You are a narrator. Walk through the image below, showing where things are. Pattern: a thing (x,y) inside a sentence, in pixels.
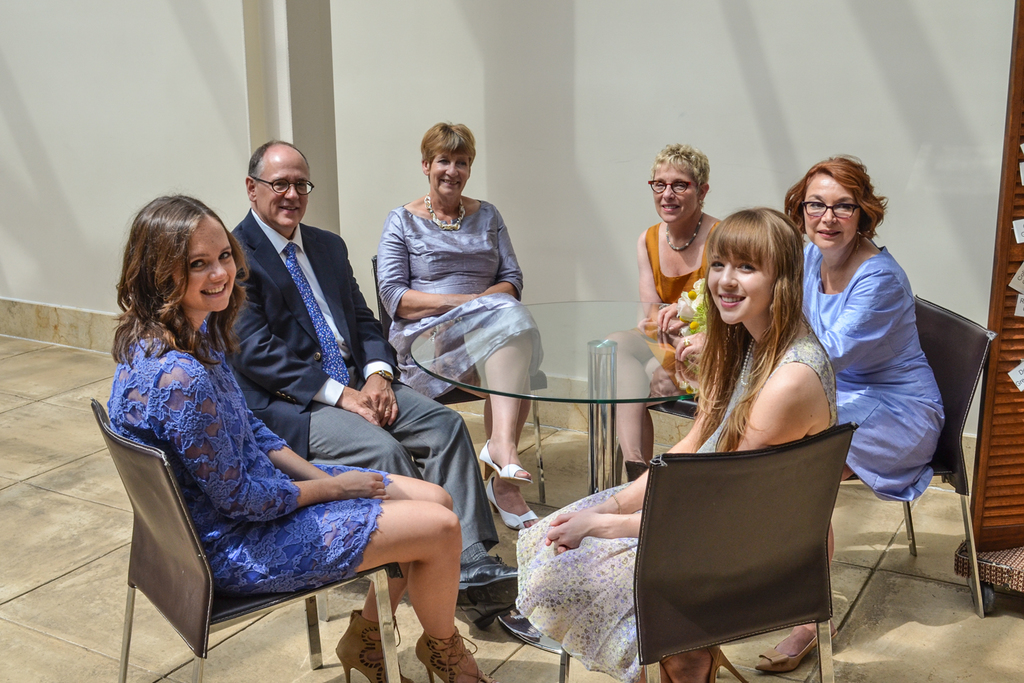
In this image there are group of persons (788,422) sitting around a table (601,372), three in the left side (280,436), three in the right side (717,337). In the left side (149,390) there are two women (389,220) and one man (298,220). In the right side (726,296), all are women (840,193). In the background (279,134) there is a wall (303,91).
